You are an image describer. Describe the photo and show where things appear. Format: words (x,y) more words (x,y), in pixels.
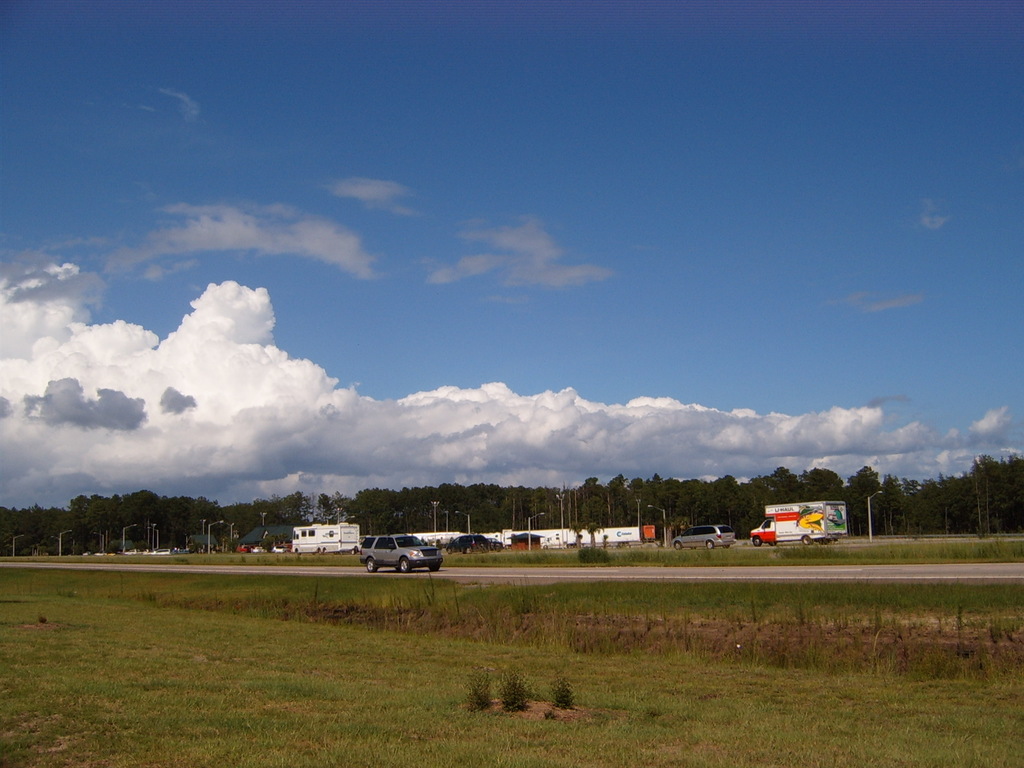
This picture shows grass (377,609) on the ground (418,625) and we see a blue cloudy sky (369,380) and we see trees (609,508) and few vehicles (700,542) parked and we see few pole lights (124,544) and we see a car (363,556) moving on the road (441,577).
